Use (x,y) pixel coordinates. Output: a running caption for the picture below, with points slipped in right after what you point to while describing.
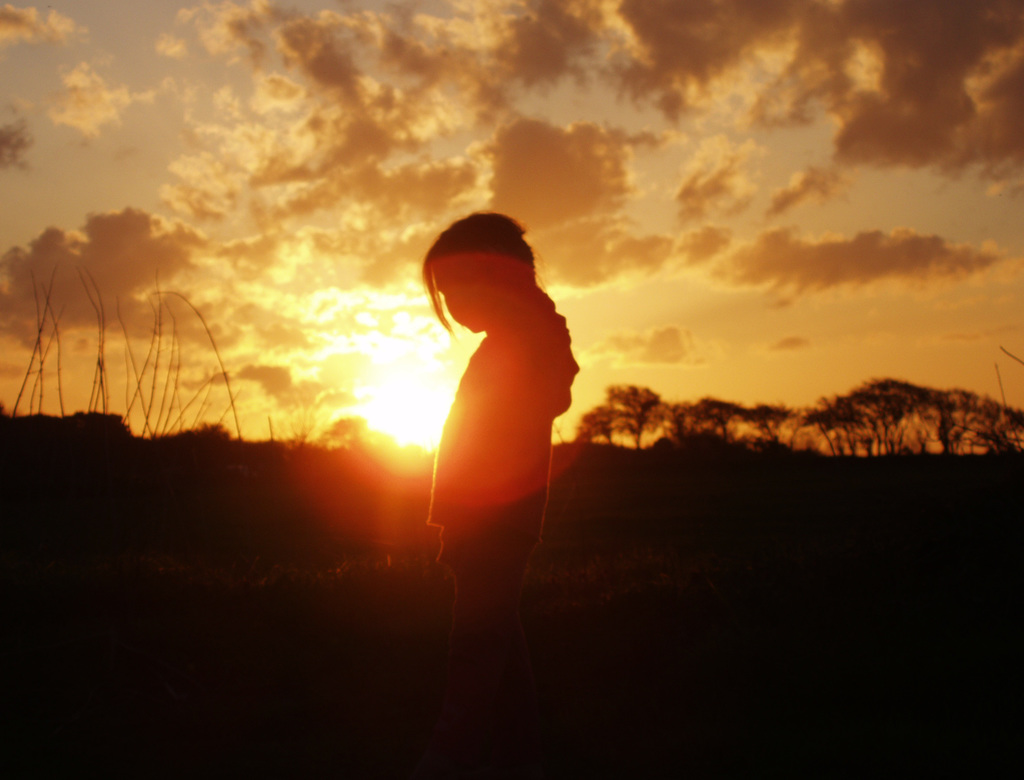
This is an outside view. In the middle of the image (484,377) there is a person (496,357) standing facing towards the left side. In the background (954,433) there are trees (824,420). At the top of the image (241,113) I can see the sky (72,134) along with the clouds (167,268) and sun (421,416).
